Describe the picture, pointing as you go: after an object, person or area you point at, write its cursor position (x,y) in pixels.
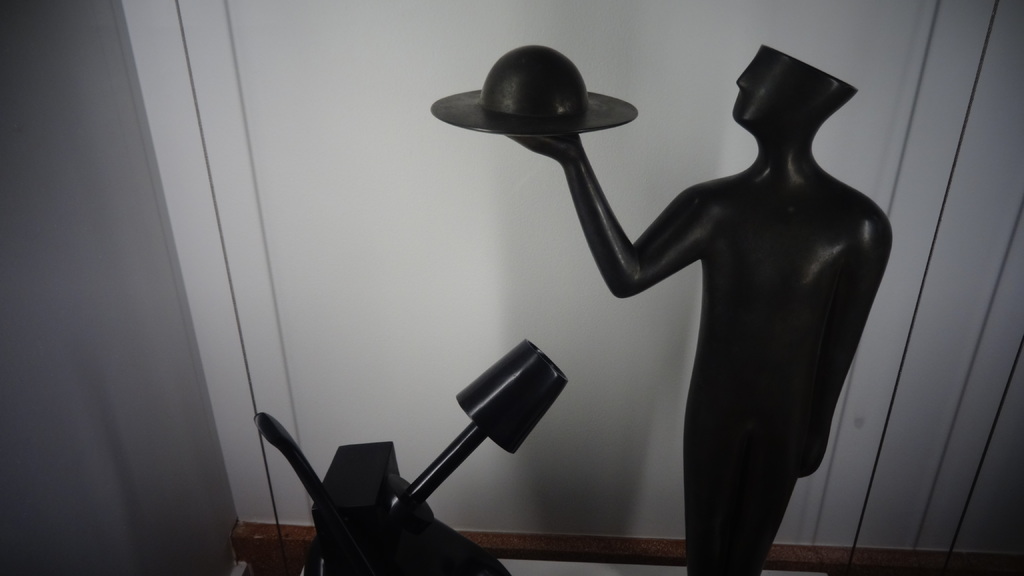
In this picture we can see a statue (802,181) and a wall (324,432) is visible in the background (275,74).
